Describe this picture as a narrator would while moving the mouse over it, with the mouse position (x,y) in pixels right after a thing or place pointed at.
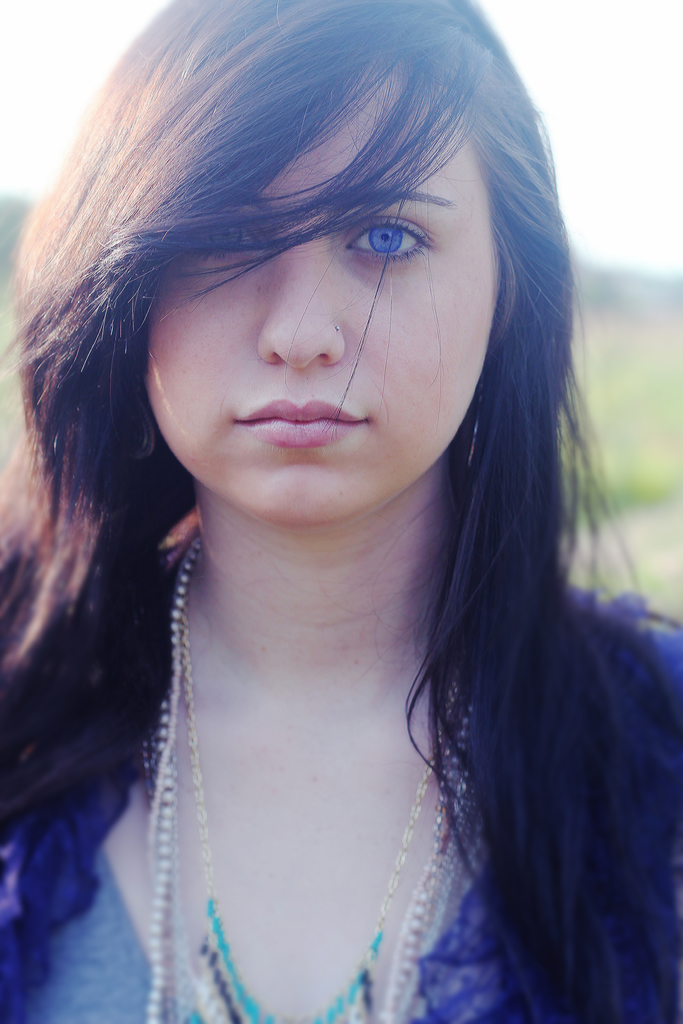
In this picture there is a woman (505,679) with blue dress (86,911) and blue eyes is standing. At the back (580,279) there are trees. At the top (618,134) there is sky (619,144).
